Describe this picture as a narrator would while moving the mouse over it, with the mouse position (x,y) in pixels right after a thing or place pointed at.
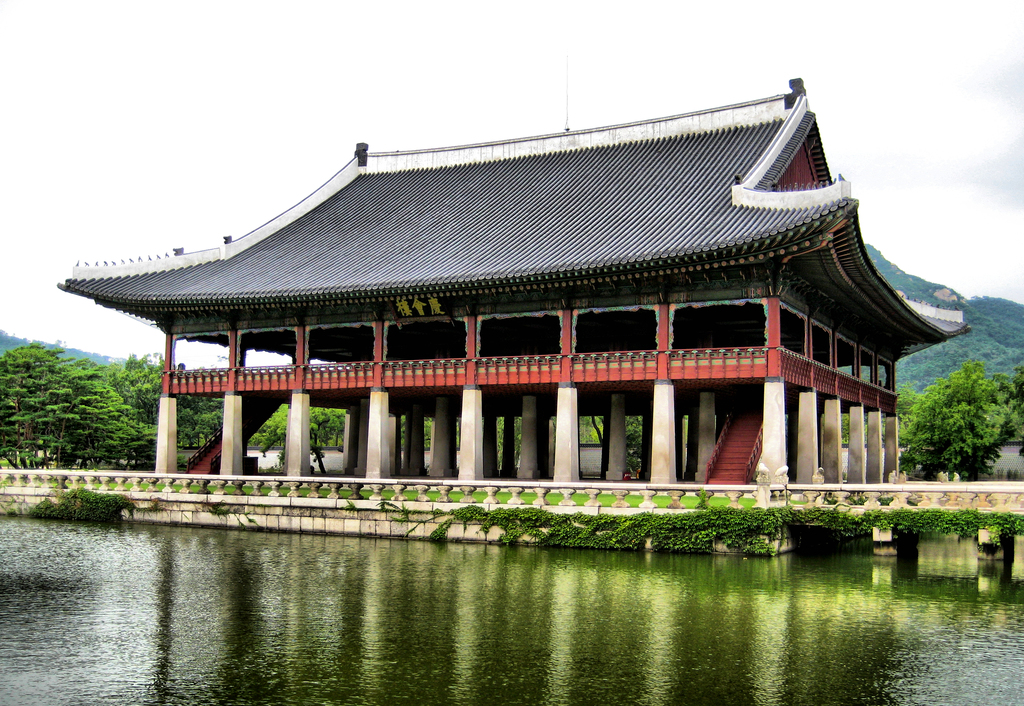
In front of the image there is water (269,616), beside the water (224,610), there are plants (875,518) and leaves (517,516) on the concrete fence (440,485), behind the fence (351,485) there is a house (387,319) with pillars (289,446), in the house (613,466) there are staircases (723,456). In the background of the image (90,401) there are trees (103,388) and mountains (1004,342).
